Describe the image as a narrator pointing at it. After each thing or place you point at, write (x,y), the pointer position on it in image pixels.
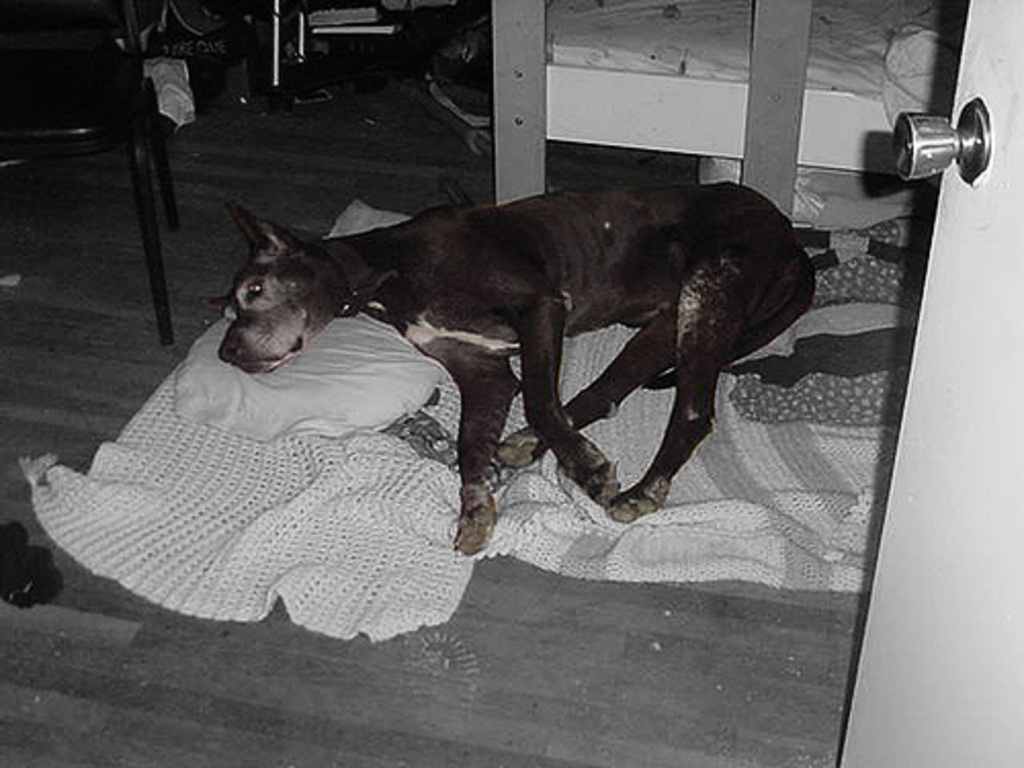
In this picture I can see there is a dog (527,460) lying on the cloth (558,504) and there is a pillow (385,367) at left (295,387). There is a chair (99,121) at left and there are few other objects (514,112) and there is a door (1005,339) at the right side (986,262).
